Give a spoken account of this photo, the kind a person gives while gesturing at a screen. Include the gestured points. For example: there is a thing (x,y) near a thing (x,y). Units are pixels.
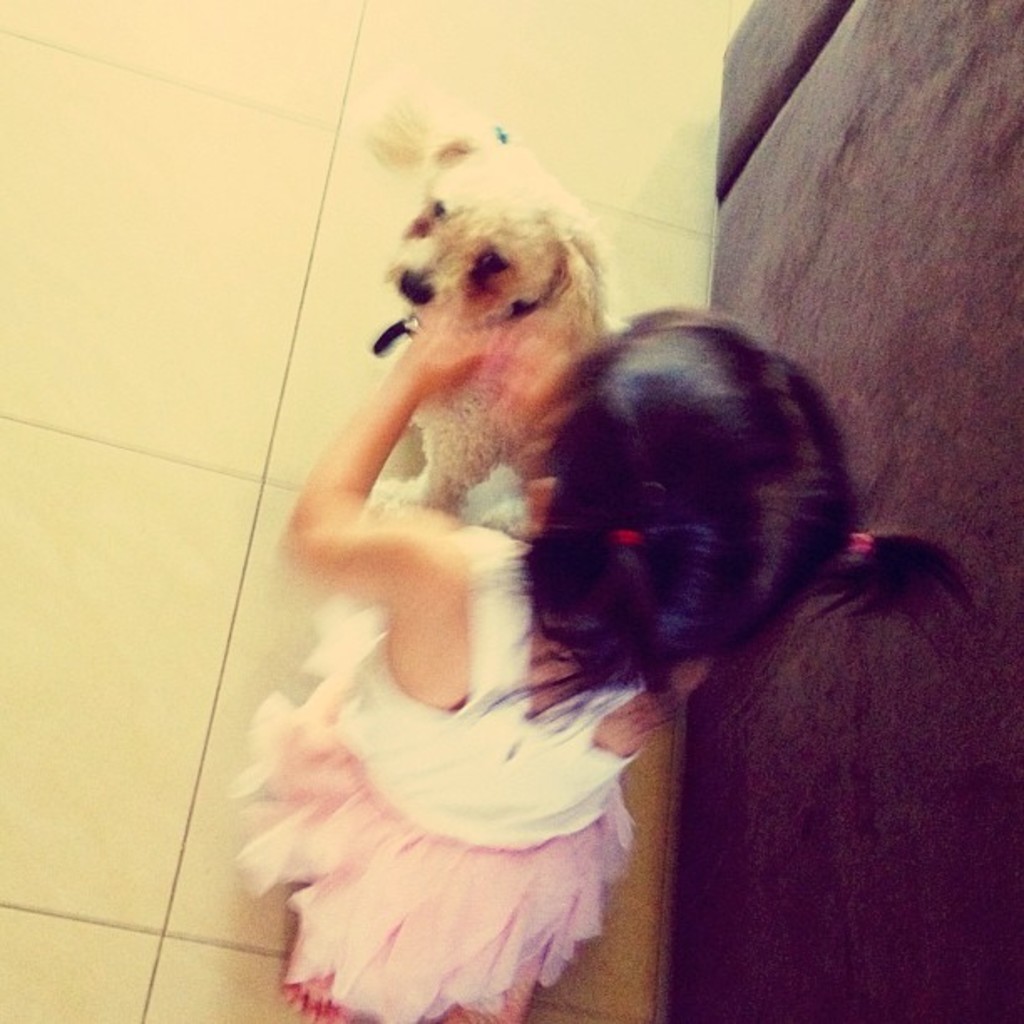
In this picture we can see a girl (369,698) who is sitting on her knees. There is a dog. And this is the floor (335,360).
